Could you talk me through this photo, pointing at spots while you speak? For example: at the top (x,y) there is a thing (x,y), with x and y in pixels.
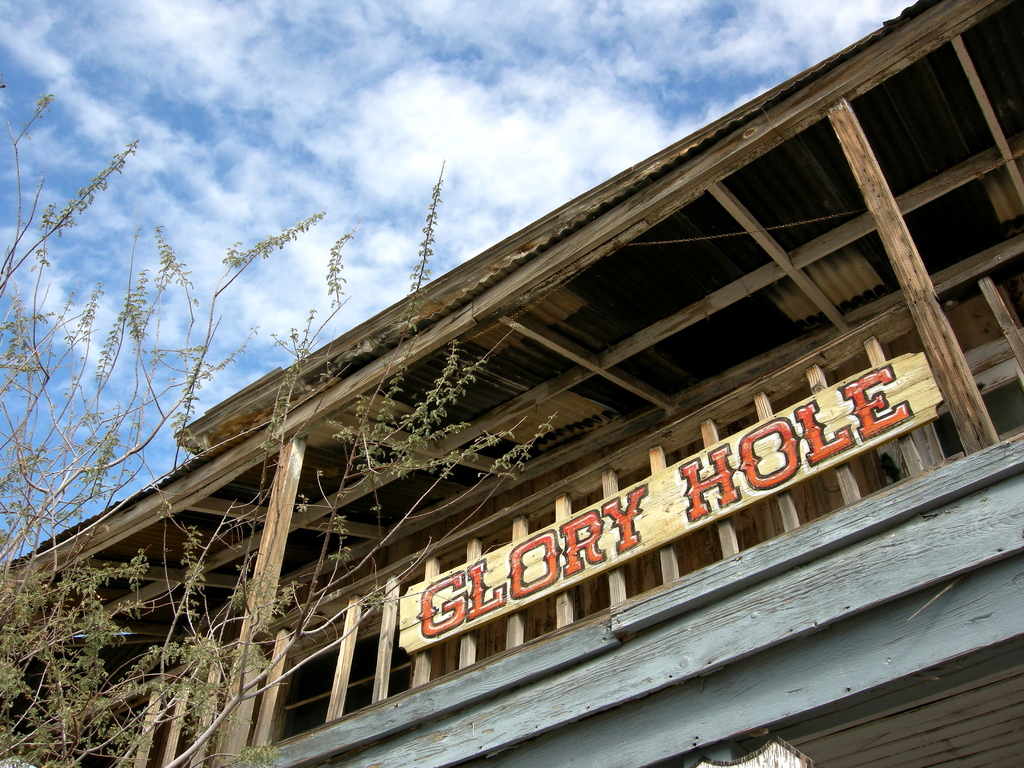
On the left side (56,536), we see the trees (256,751). At the bottom (832,669), we see a wooden building (956,638) in grey color. In the middle (624,509), we see a wooden board (925,403) with some text (554,576) written as "GLORY HOLE". In the background (629,448), we see a wooden building (550,636). At the top (408,148), we see the clouds (483,130) and the sky (545,109).
